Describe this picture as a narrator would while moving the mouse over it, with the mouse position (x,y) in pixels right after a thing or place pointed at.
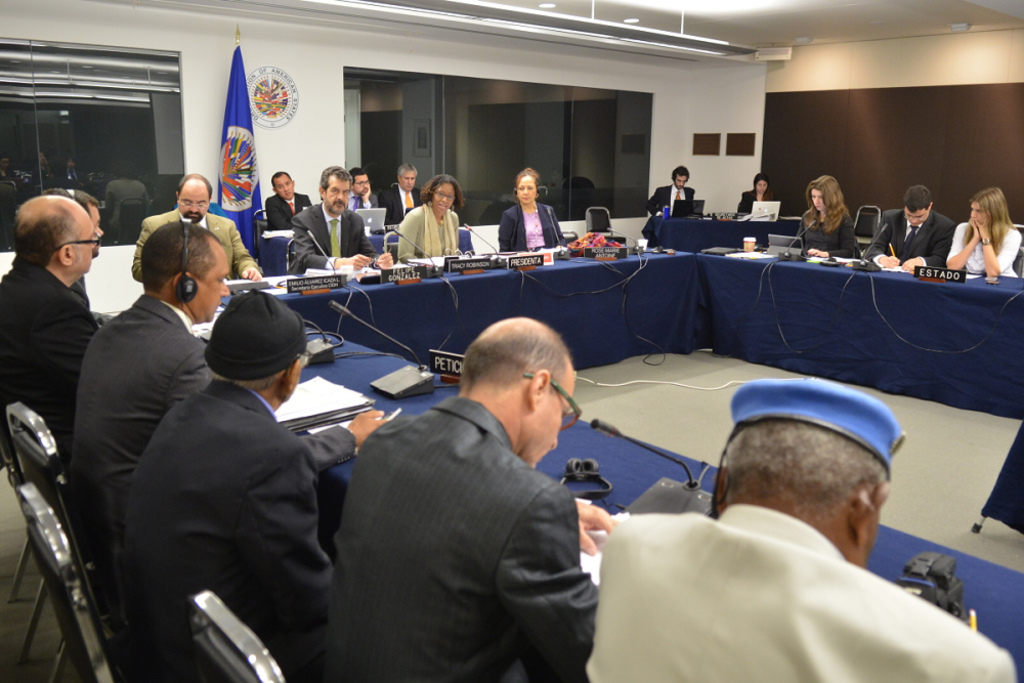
In this image, we can see a group of people (787,503) are sitting. Few people (462,565) are wearing caps (270,312), glasses (300,362), headsets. Here we can see desk (609,331) covered with cloth (345,383). Few objects (308,386) and things (318,353) are placed on it. Background (455,147) we can see a glass windows (29,135), walls (311,169), flag (250,172).
